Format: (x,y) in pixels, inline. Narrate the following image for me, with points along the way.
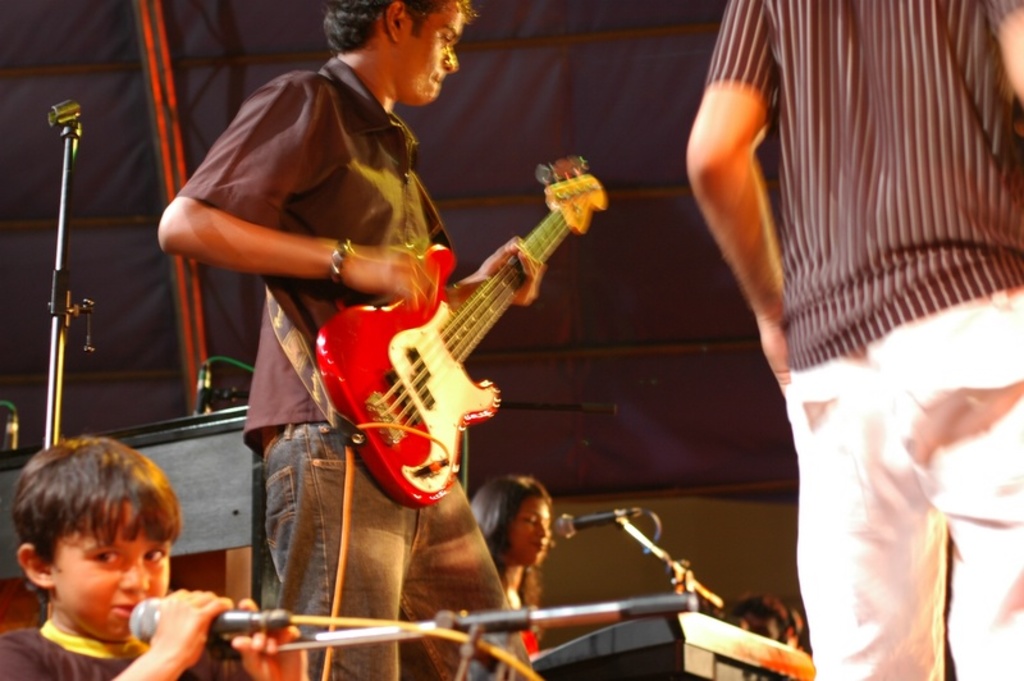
in the picture we can see a person (369,199) holding a guitar (399,388), we can also see a woman (530,549) in front of her a micro phone (573,519), we can also see a child (126,607) catching the microphone (248,628) and sitting in front of it.
